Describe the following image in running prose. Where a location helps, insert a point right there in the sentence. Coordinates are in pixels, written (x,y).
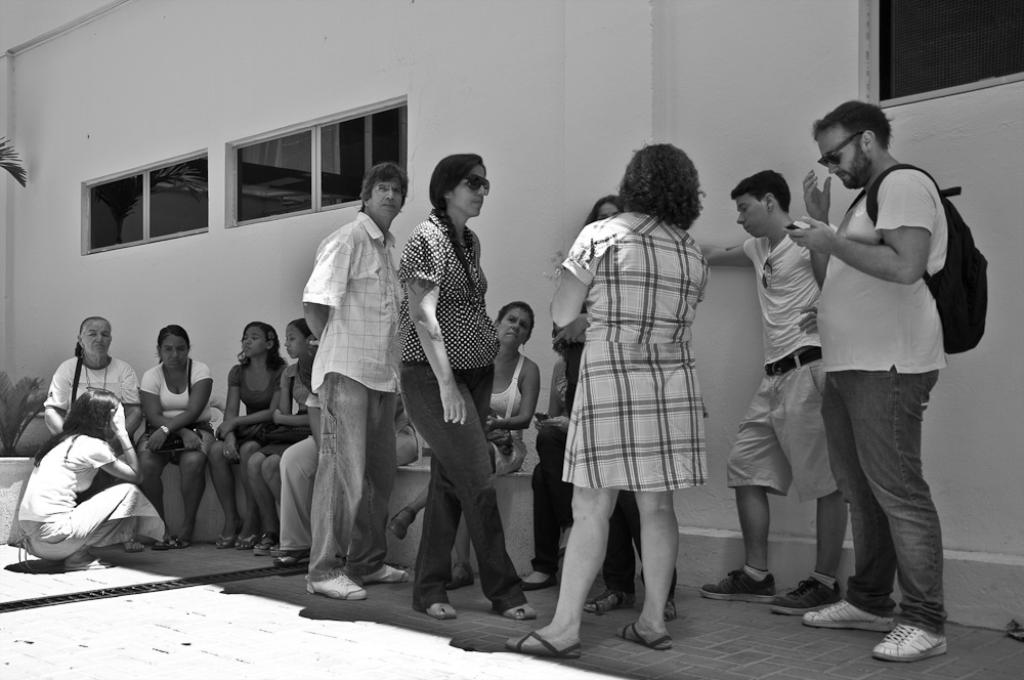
This picture shows few people (479,451) standing and few people (266,405) seated and couple of them wore sunglasses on the faces (850,133) and we see a man (832,224) holding a mobile phone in the hand (819,233) and he wore a backpack (873,218) on the back (964,274) and we see a building (860,14) and a plant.
